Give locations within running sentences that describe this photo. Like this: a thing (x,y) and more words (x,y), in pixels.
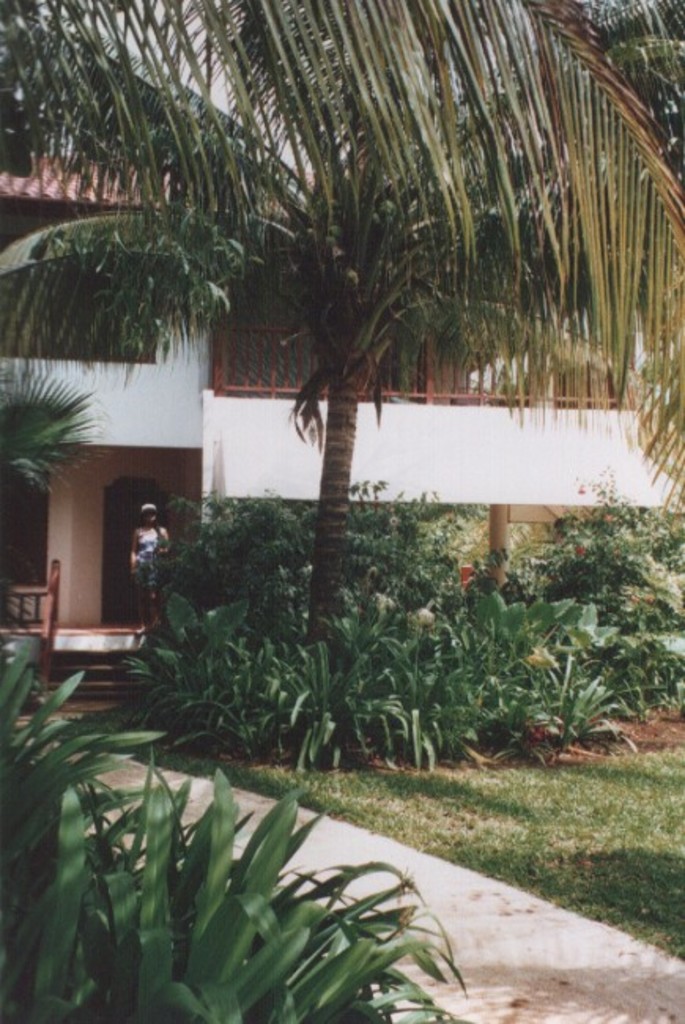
In the image there is a path (354,889), around the path (463,928) there is grass (605,767), plant (451,586) and trees (406,289). Behind the trees (402,279) there is a house (184,425) and there is a woman (140,557) standing in front of the house (31,593).
